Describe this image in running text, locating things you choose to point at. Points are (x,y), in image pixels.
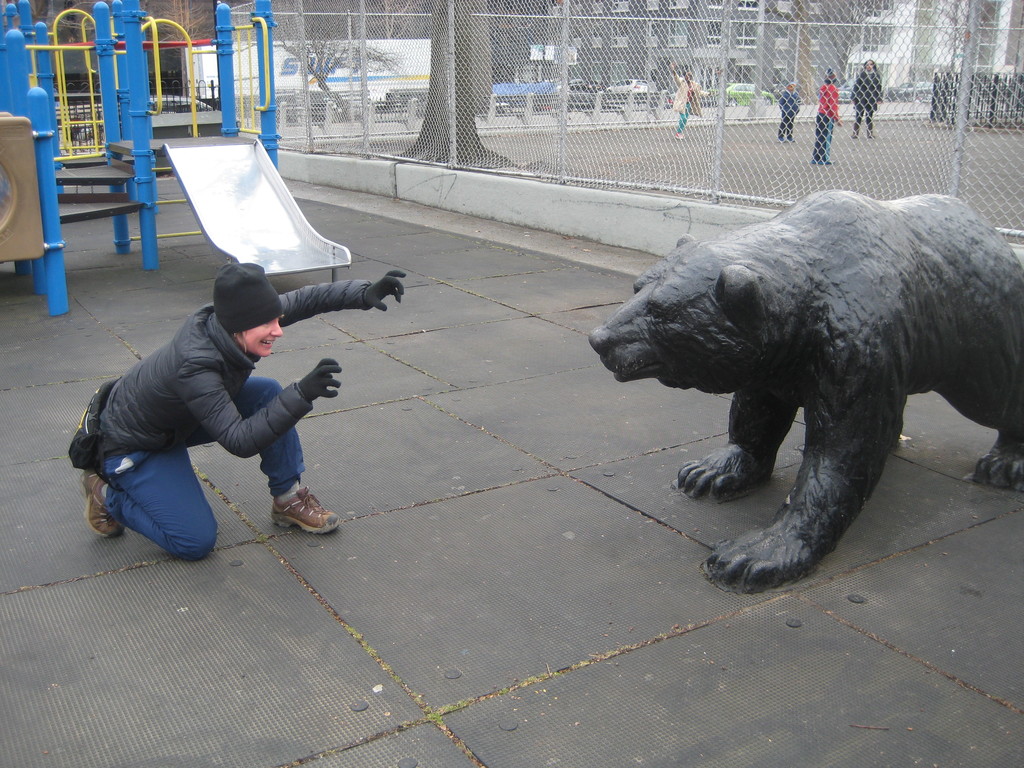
In this image we can see a few people (202,403) and a statue (654,359), there are some buildings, trees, vehicles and fence (692,163), also we can see a slide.
